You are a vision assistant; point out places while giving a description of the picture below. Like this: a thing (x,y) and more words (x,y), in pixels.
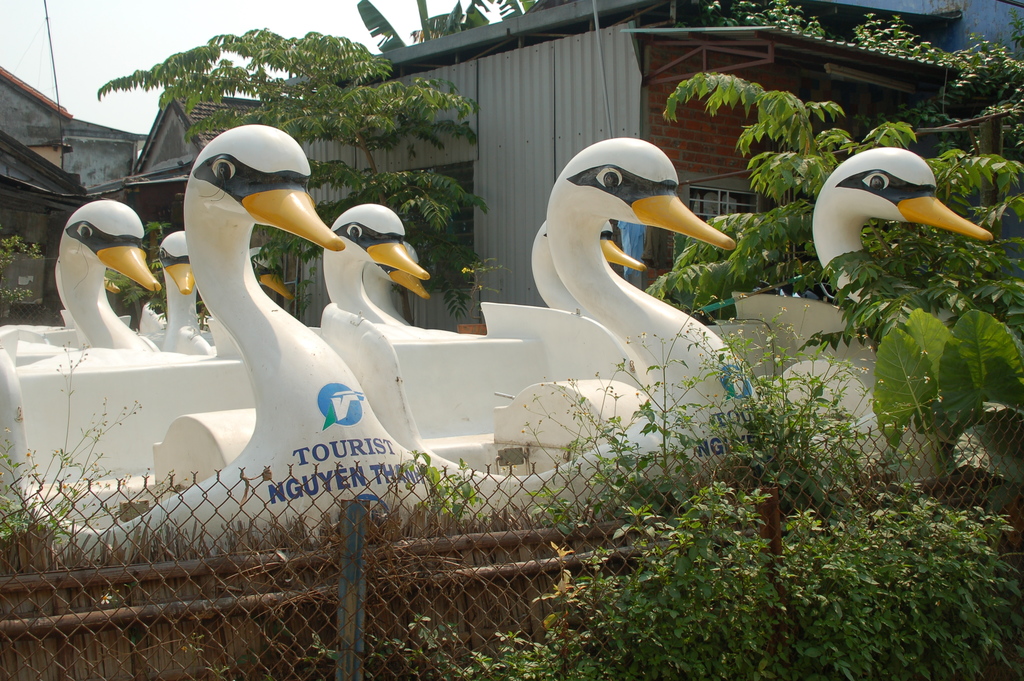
In this image we can see an amusement ride (475,342). On the ride (399,431) something is written. Near to that there is a fencing (346,566). Also there are plants (737,552). In the back (366,189) there are buildings (180,133) and trees (331,203). In the background (76,58) there is sky (92,61).
